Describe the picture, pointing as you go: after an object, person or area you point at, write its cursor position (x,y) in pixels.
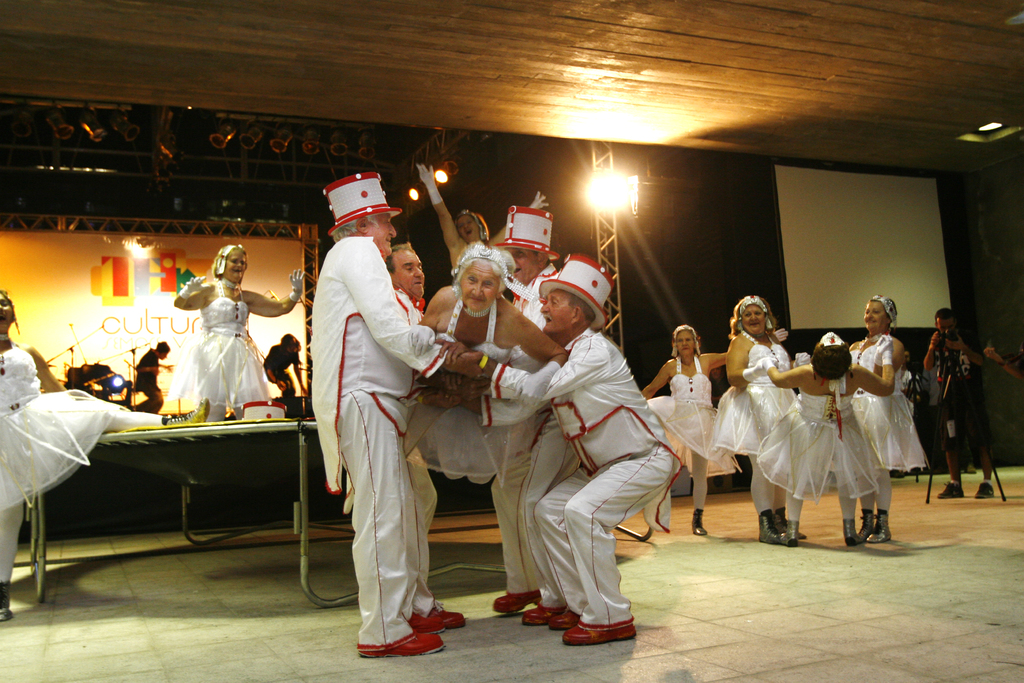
In this image I can see number of people (393,448) are standing. I can see most of them are wearing white colour dress (16,418) and few of them are wearing white colour hats (509,234). I can also see few men (548,319) are holding a woman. In the background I can see few boards (820,242), number of lights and on one board (172,256) I can see something is written.
